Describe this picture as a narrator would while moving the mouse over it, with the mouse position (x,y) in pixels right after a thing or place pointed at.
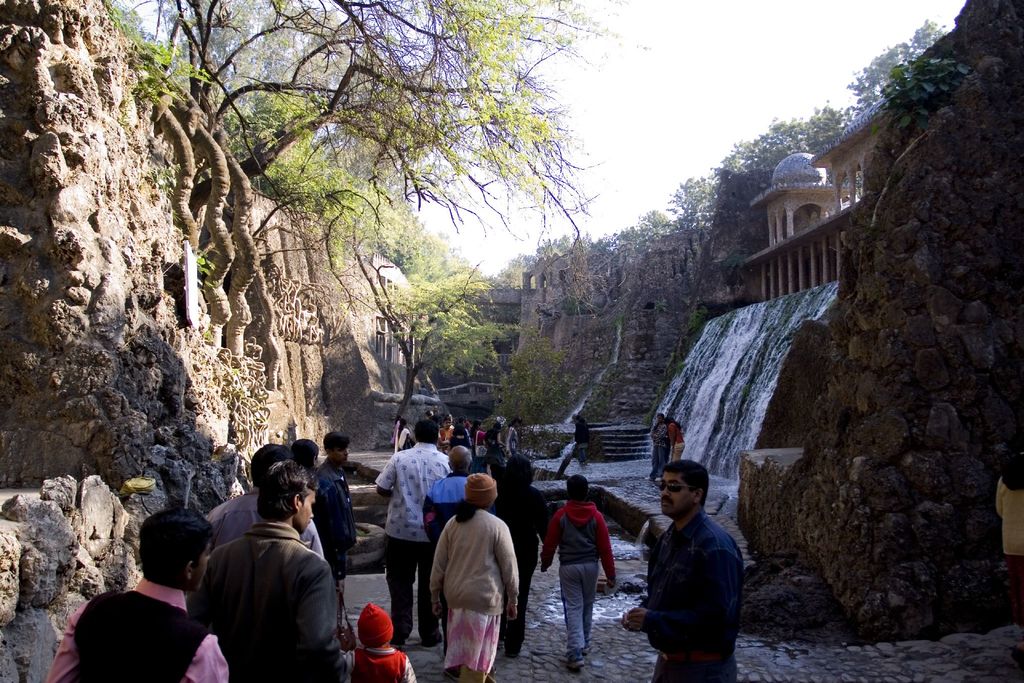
In this image, there are groups of people (342,560) standing. I can see trees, hills (306,338), a waterfall (758,351) and an ancient architecture (792,259). In the background (619,155), there is the sky (586,179).
